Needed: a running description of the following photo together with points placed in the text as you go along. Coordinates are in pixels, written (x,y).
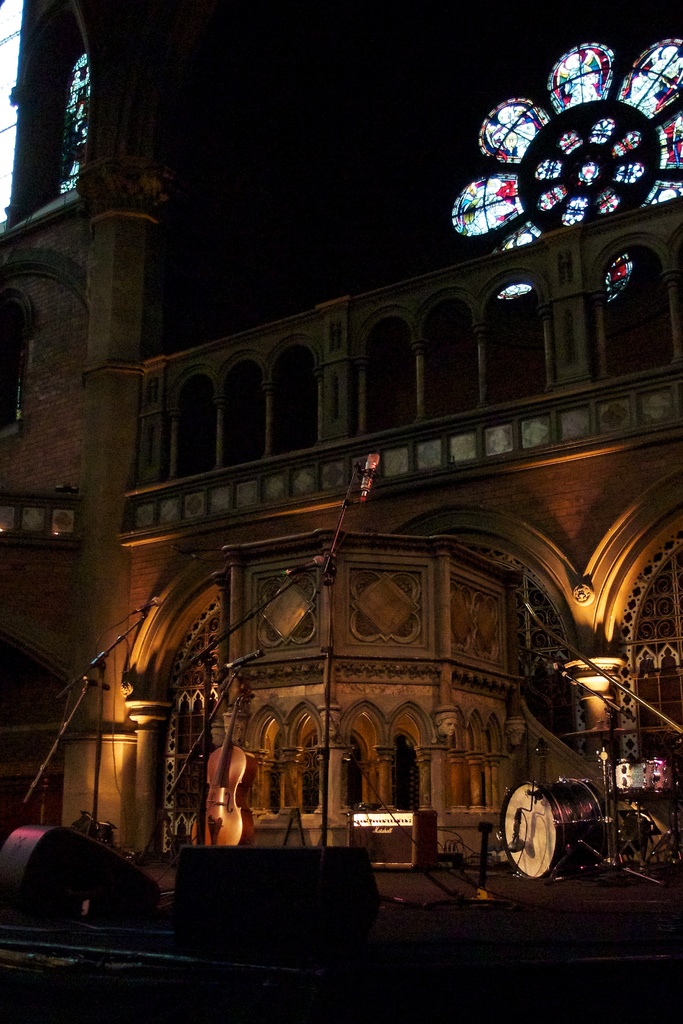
This is an image clicked in the dark. At the bottom (254,902) there are few objects (224,923) in the dark. On the right side (621,816) there is a drum set (573,790). Here I can see a building (373,276). In the top right-hand corner (547,147) there is a stained glass (516,136).
